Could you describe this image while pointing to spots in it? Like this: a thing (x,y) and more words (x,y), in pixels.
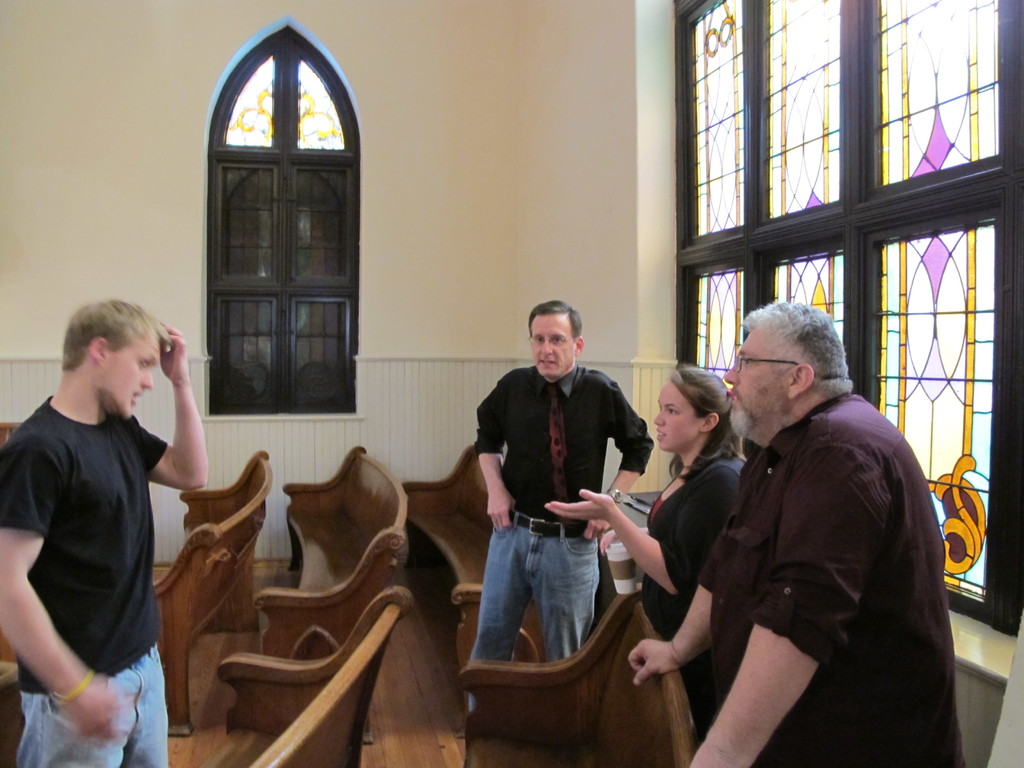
In this image we can see four persons (506,504) standing. Beside the persons (40,448) we can see the benches (464,498). Behind the persons (555,498) we can see the wall (655,441). On the wall (587,320) we can see the windows (310,386).
